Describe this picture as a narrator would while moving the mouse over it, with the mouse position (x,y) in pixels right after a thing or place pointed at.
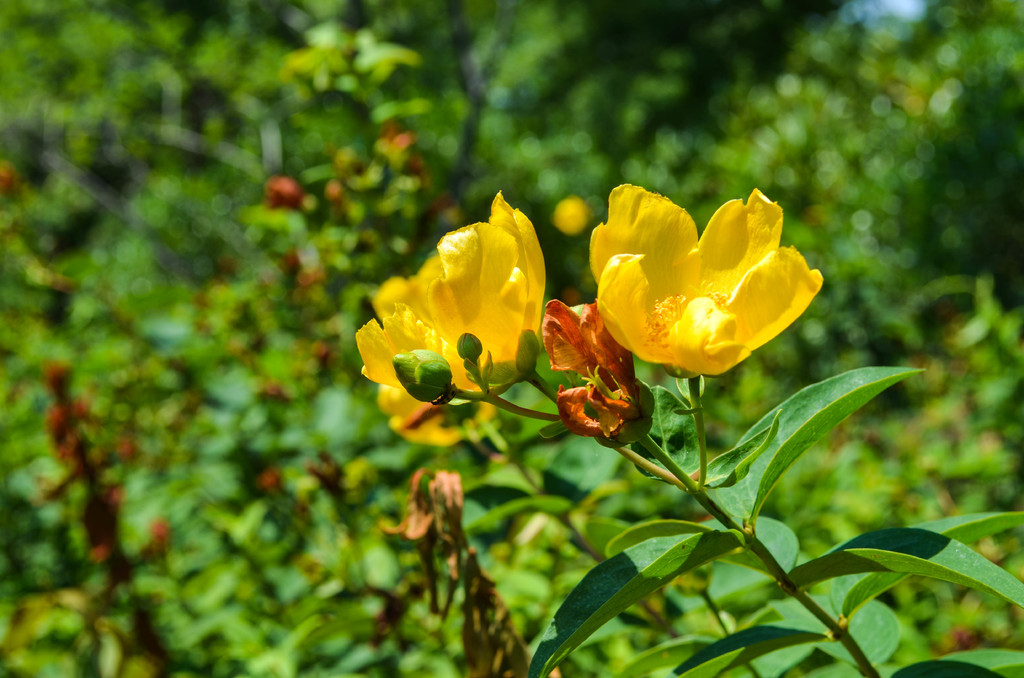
In the foreground (593,341) we can see flowers (558,350), buds (436,385), stem (644,457) and leaves (841,557). In the background (390,148) there is greenery (483,489).
